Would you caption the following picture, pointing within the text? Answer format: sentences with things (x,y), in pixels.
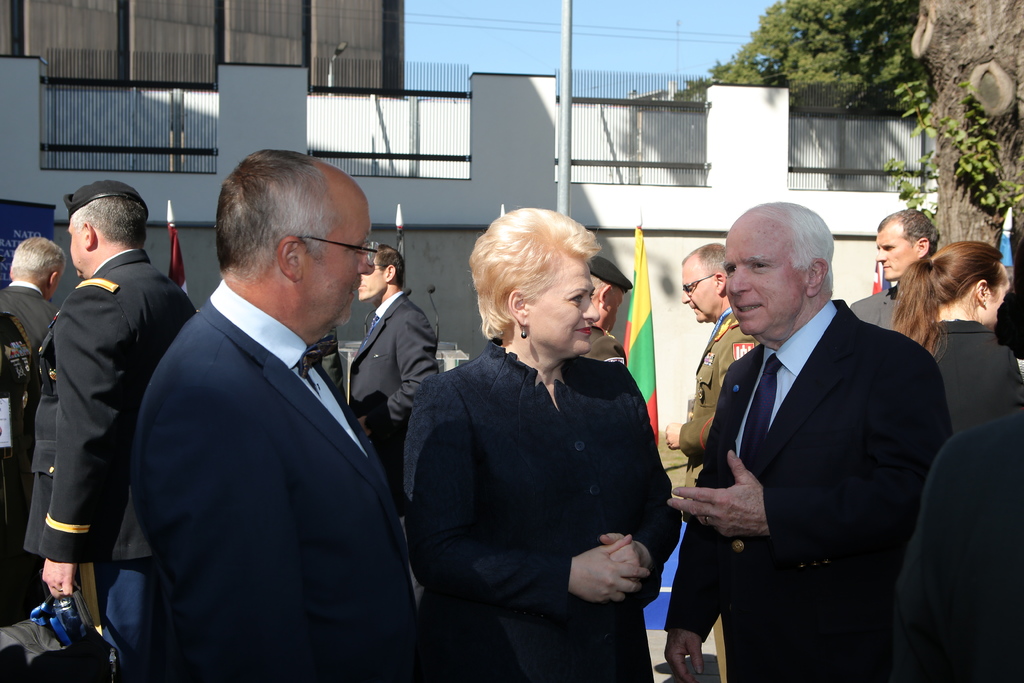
In front of the picture, we see two men (804,516) and a woman (579,521) are standing. The man (786,303) on the right side (874,478) is talking to the woman (520,595) and she is smiling. Behind them, we see the people (98,360) are standing. Beside them, we see the flags (173,263) in maroon, white, green, yellow and red color. Beside that, we see a podium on which a microphone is placed. Behind that, we see the railing (917,140) and a white wall (553,202). In the left bottom (101,664), we see a black bag (97,650). On the right side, we see the trees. In the background (356,66), we see the trees (742,72) and a buildings (207,37) in grey color. At the top (545,28), we see the sky (533,58).
